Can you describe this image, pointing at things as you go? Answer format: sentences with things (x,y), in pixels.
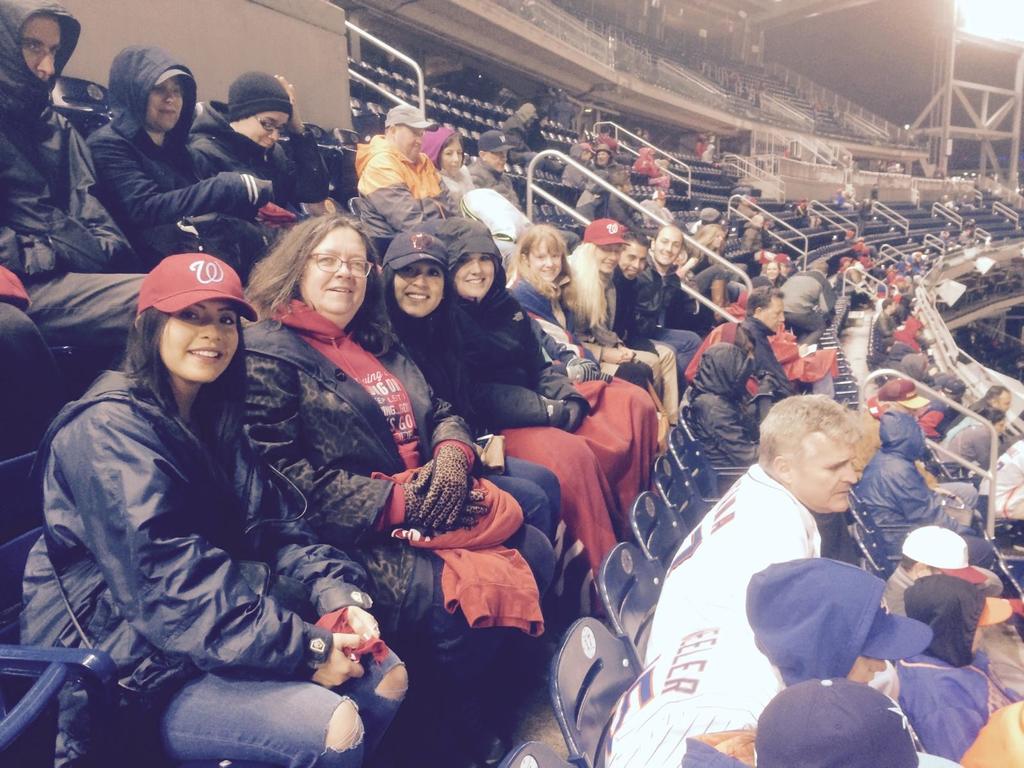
In this image we can see men (843,572) and women (584,273) are sitting on the sitting area (859,227) of the stadium (688,150).
